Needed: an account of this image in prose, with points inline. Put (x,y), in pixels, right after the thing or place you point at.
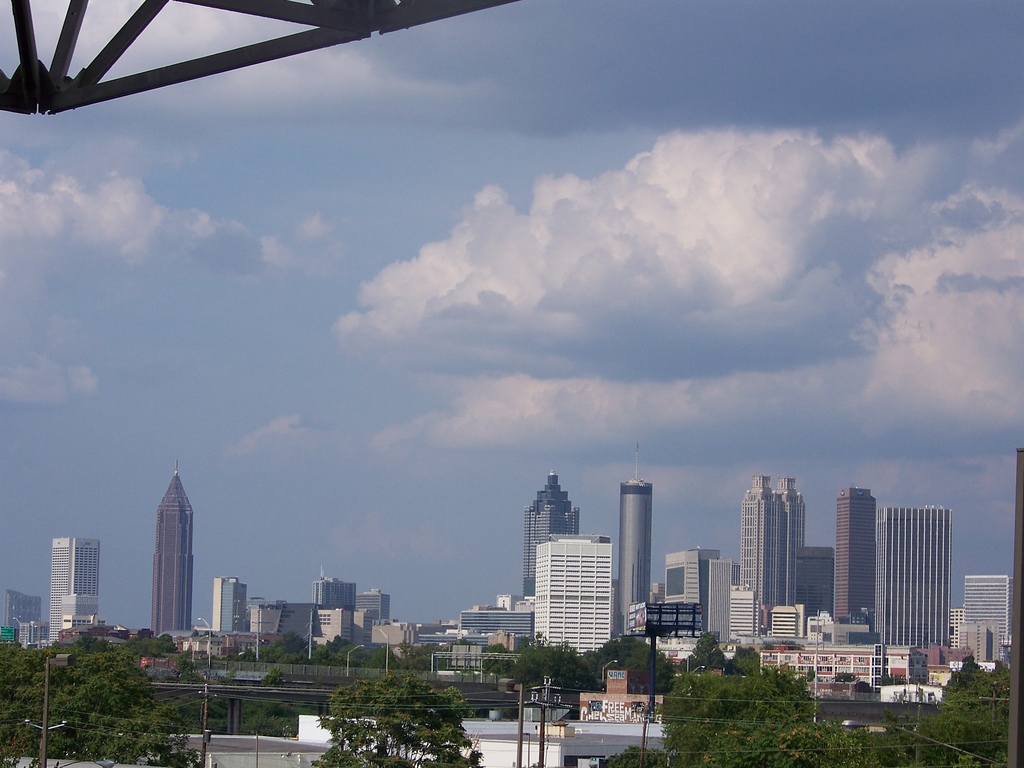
At the bottom of the picture (367,620) there are skyscrapers (172,591), building (157,608), trees (416,727), bridge (281,687), light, poles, cables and other objects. In the center of the picture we can see clouds (845,213). At the top (446,5) there is an iron object (318,39).
